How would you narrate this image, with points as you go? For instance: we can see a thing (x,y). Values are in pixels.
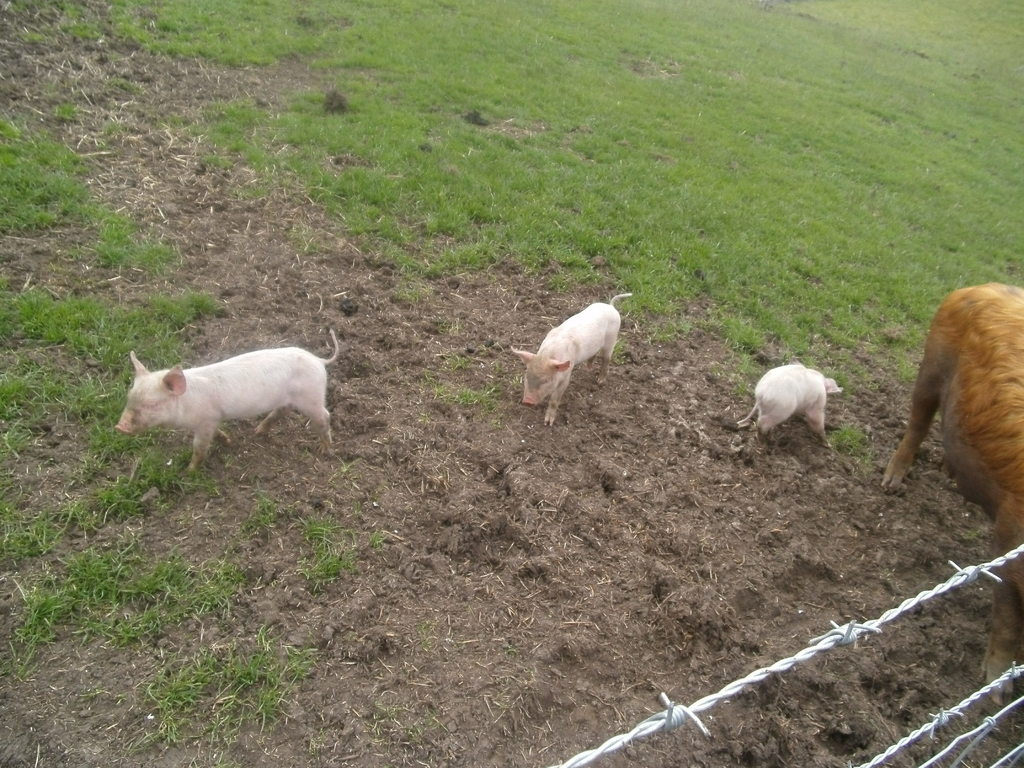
In this image I can see few animals (1007,351), they are in white and brown color, I can also see the fencing (729,688). Background (450,71) the grass (477,134) is in green color.
